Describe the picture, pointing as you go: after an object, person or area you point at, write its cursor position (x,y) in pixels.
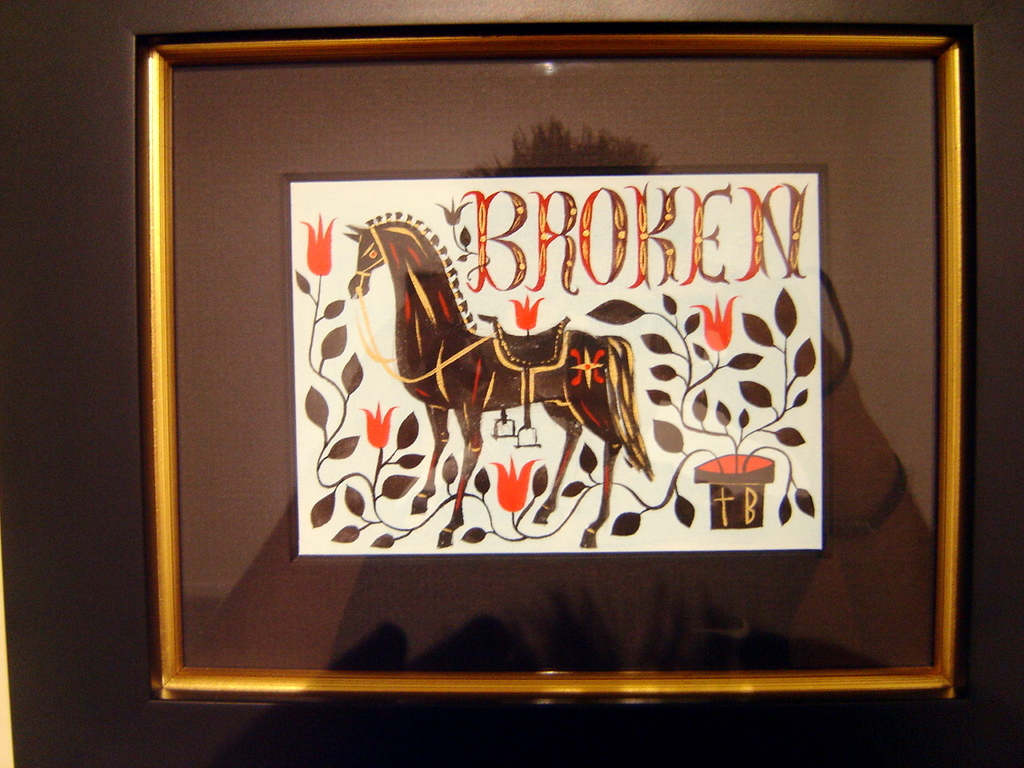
In this image I can see a white colour thing (550,303) and on it I can see a painting (358,226). I can also see something is written over here. I can see this painting (379,383) is of a horse (573,347) and of few leaves (624,312).
